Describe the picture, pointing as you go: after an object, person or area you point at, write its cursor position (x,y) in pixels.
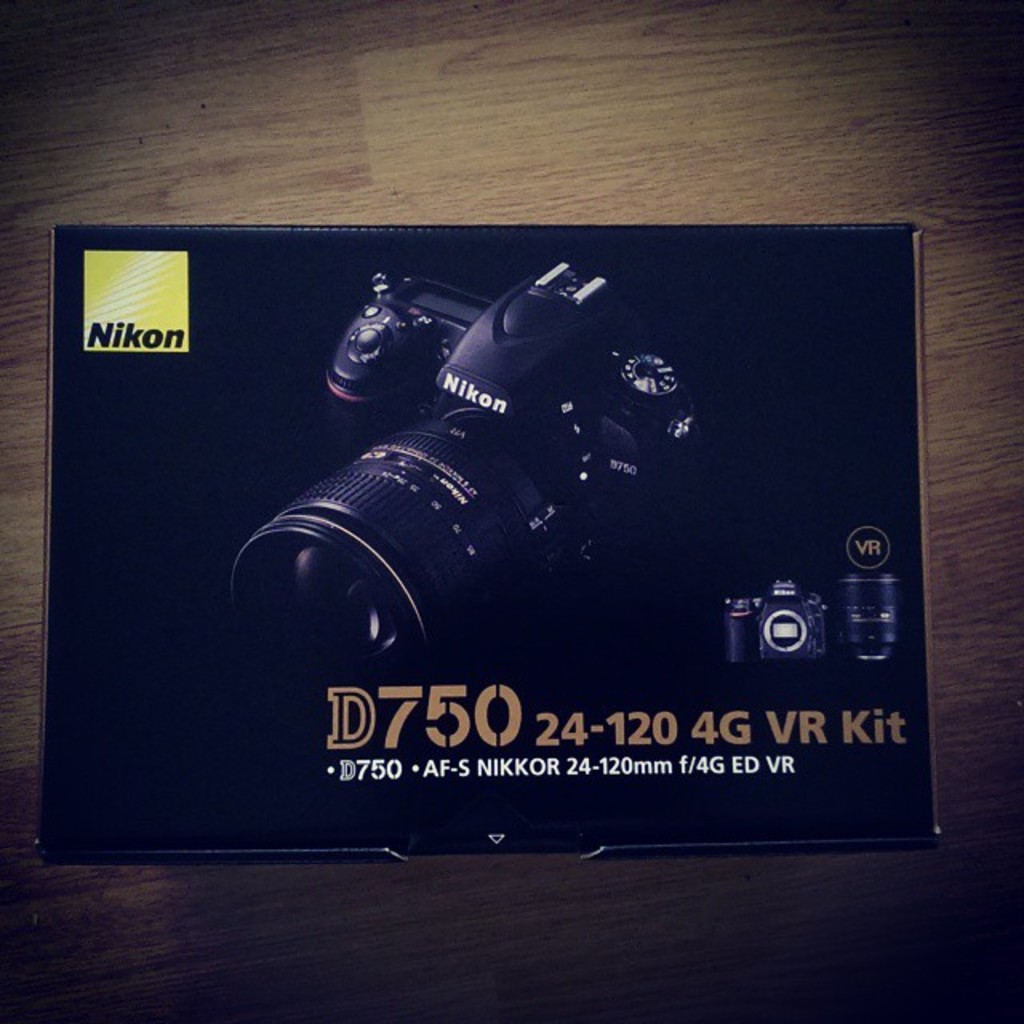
In the center of this picture (372,409) we can see a paper (931,670) on which we can see the text (662,740), numbers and the pictures (550,532) of camera (394,524). In the background (116,90) we can see a wooden object (652,129).
